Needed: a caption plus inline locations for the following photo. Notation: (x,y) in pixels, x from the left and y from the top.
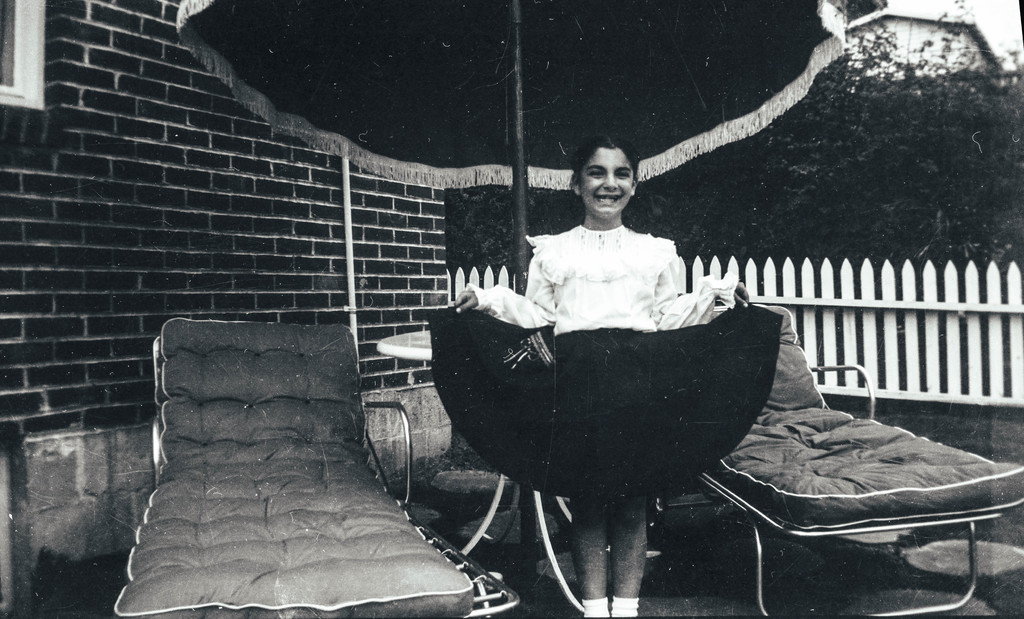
In the middle of the image (624,312) a girl (537,281) is standing and smiling. Behind her there are some chairs (204,453) and tables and fencing (993,279) and there is a building (398,293). At the top of the image (785,19) there is an umbrella (187,31). Behind the umbrella (669,95) there are some trees (567,207).
